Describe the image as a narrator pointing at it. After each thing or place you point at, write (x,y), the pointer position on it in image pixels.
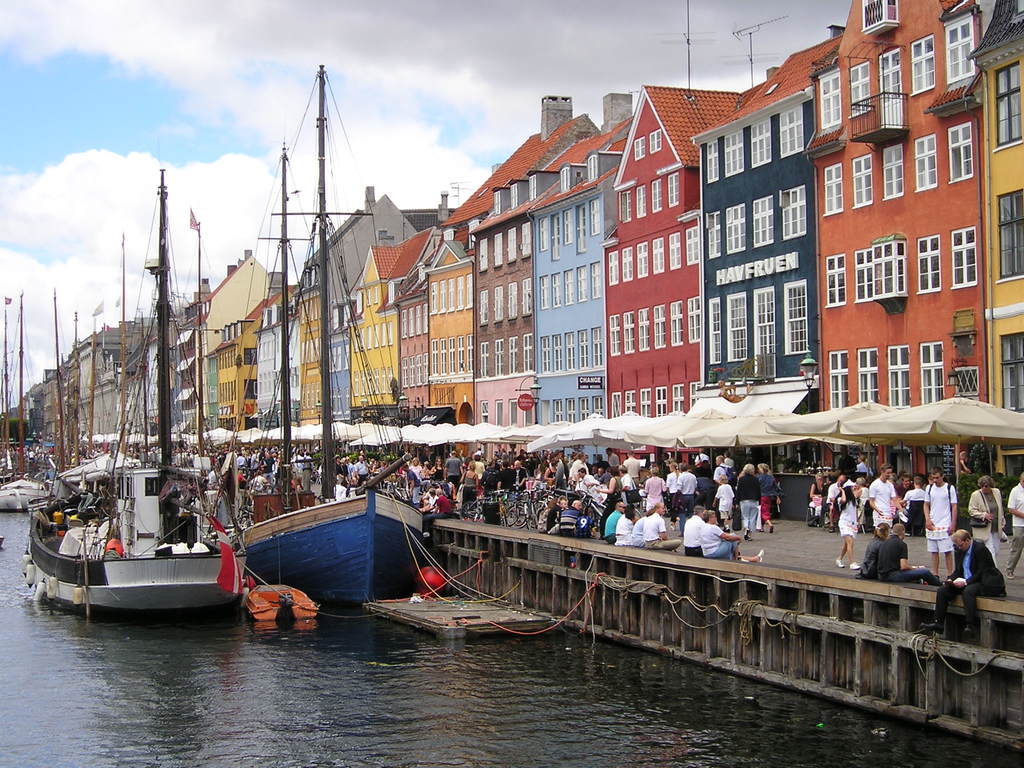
This image consists of buildings (459,219). There is sky (382,77) in the top (223,141). There are boats (75,576) in the left side (17,491). There are so many people (864,492) in the middle (653,471). There are tents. There is water (402,708) in the bottom (253,715). There are masts (322,71).
